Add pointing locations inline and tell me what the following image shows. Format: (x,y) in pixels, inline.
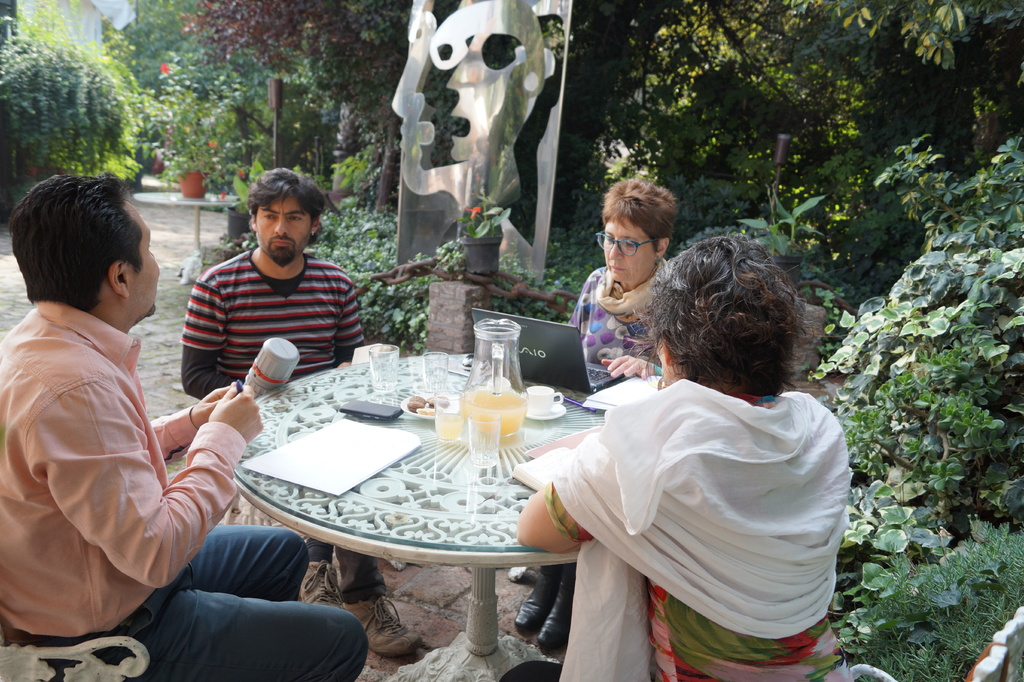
It is a open space (505,597), there are four people (545,597) sitting around the table (405,420) there is a jar (496,369), glass (438,376) and cups (537,413) and some papers (369,430) on the table (421,423) behind these people (631,368) there is a board (480,124) in the background (258,75) there are lot of trees (282,115).
